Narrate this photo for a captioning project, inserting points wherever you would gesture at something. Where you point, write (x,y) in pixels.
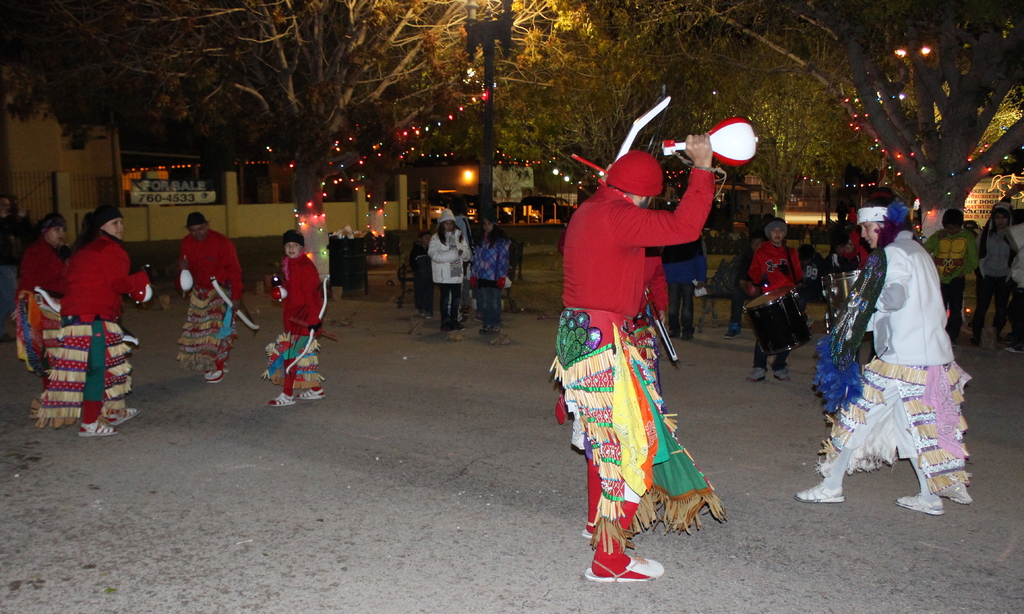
In this image, we can see few people (870,392). Few people (870,392) are wearing costumes (635,383). Background (149,99) we can see trees (366,182), lights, benches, board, walls (261,220), railing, vehicles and few objects (342,250). Here we can see few people (599,441) are playing musical instruments (799,336).
